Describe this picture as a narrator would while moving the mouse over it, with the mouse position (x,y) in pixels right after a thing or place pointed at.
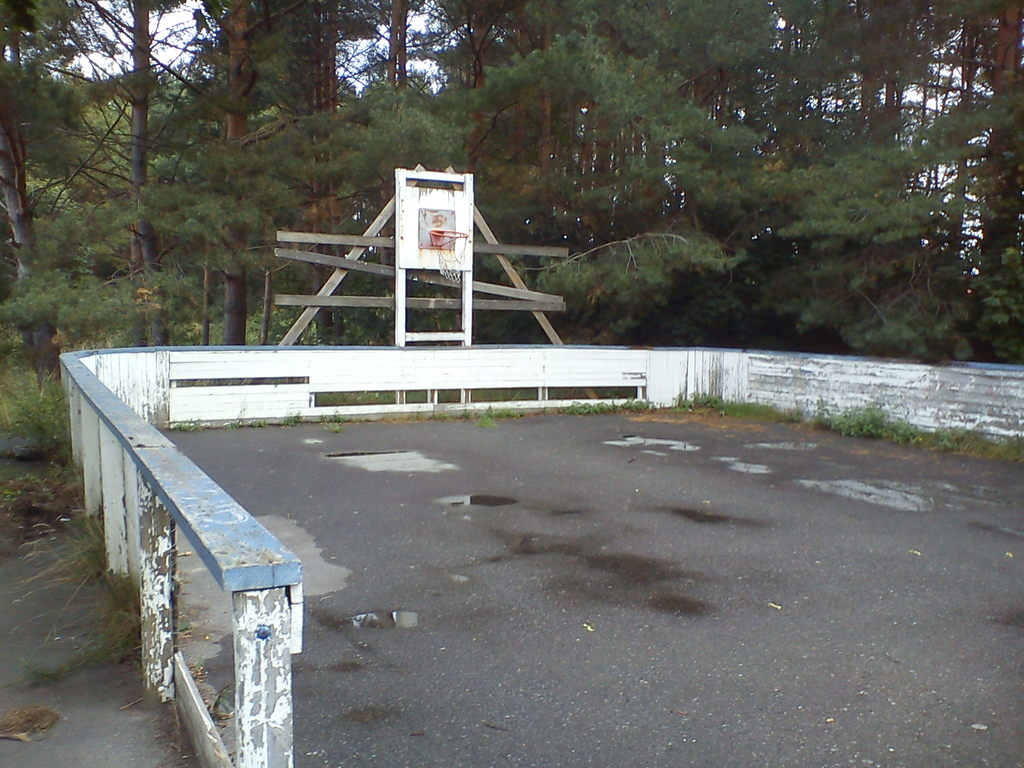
In this image there is the sky (169,25) towards the top of the image (156,36), there are trees (615,130), there is road (629,525) towards the bottom of the image (707,627), there is a wooden fence (897,379), there is a backboard (446,212), there is water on the road (536,481), there are plants (94,560).
